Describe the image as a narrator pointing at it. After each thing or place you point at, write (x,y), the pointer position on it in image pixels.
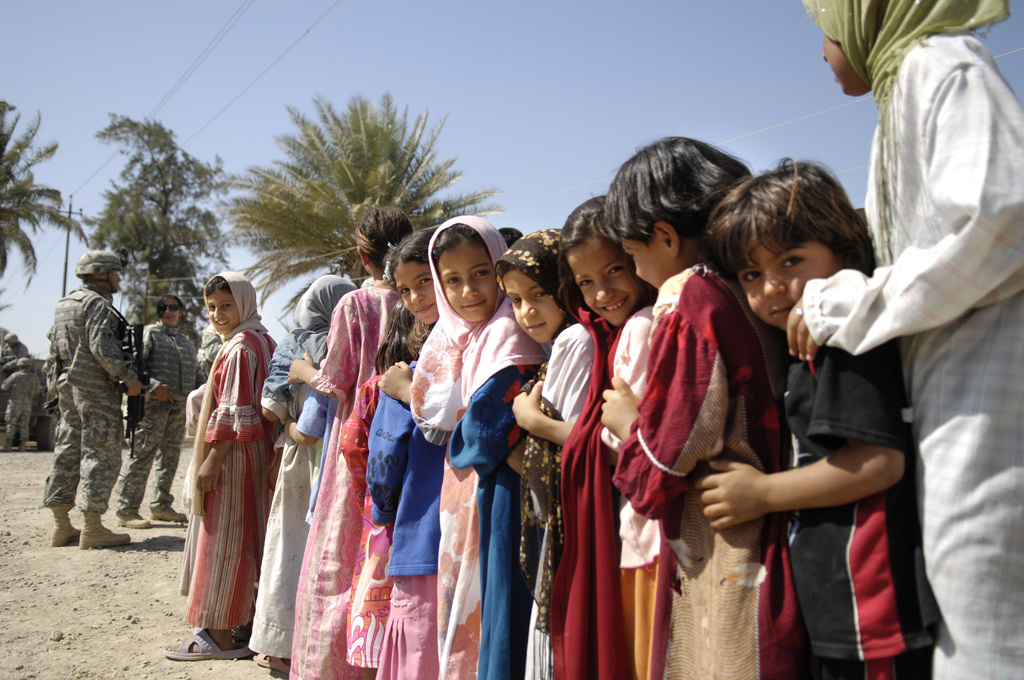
In this picture I can see a group of people (622,321), on the left side (99,469) two army persons (84,410) are standing, in the background (370,133) there are trees (334,178). At the top (385,56) I can see the sky (473,58).
